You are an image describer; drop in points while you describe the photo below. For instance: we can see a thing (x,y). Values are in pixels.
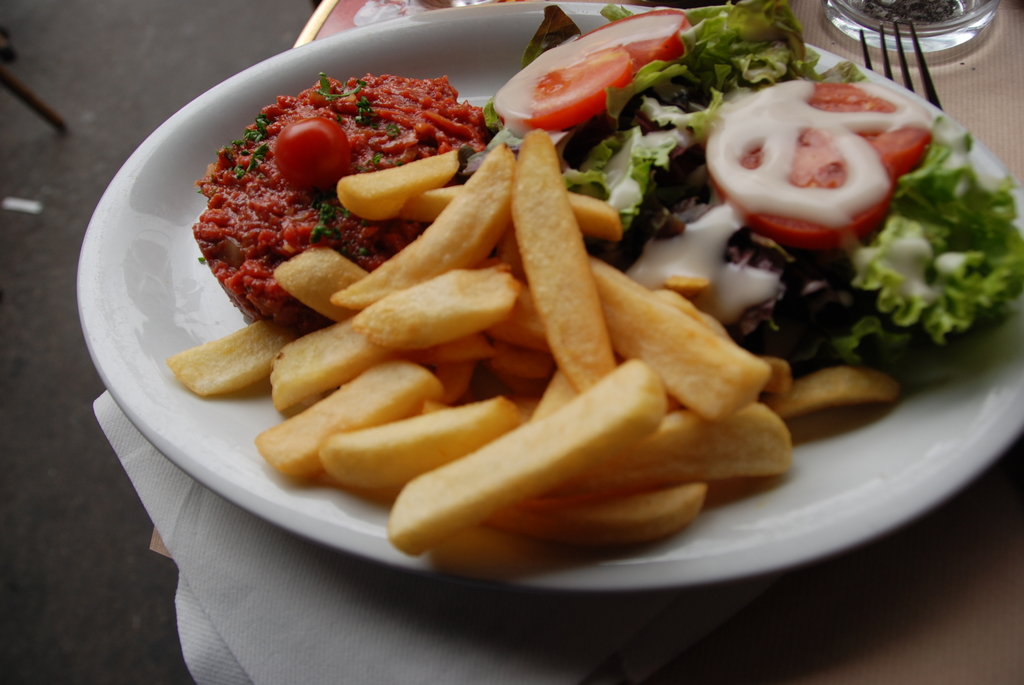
In the image I can see a plate (945,397) in which there are some fries (578,323), chopped tomatoes (804,219) and some leafy vegetable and to the side there is a fork (912,37).
